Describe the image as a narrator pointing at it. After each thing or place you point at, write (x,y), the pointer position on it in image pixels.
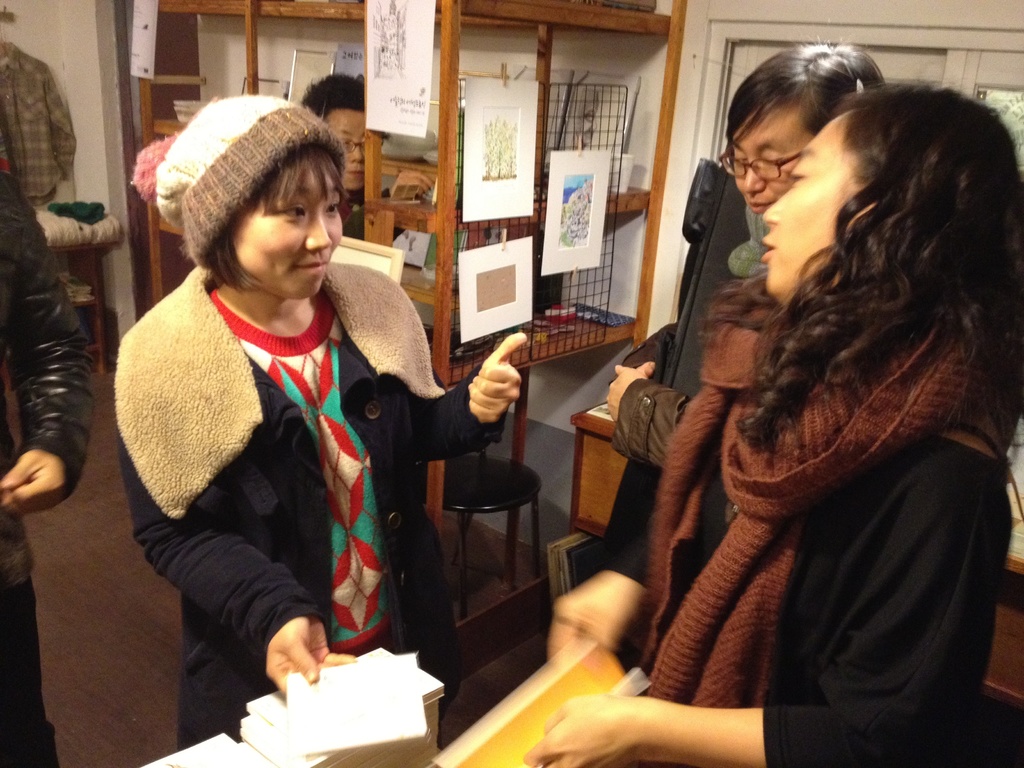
In this picture I can see there are few people (722,408) standing and there are two people (722,408) standing at right (784,371) and there is a woman (320,456) standing at left (283,244) and she is holding a paper (339,719). In the backdrop (351,181) there is a man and there are few papers (500,328) attached to the wall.
